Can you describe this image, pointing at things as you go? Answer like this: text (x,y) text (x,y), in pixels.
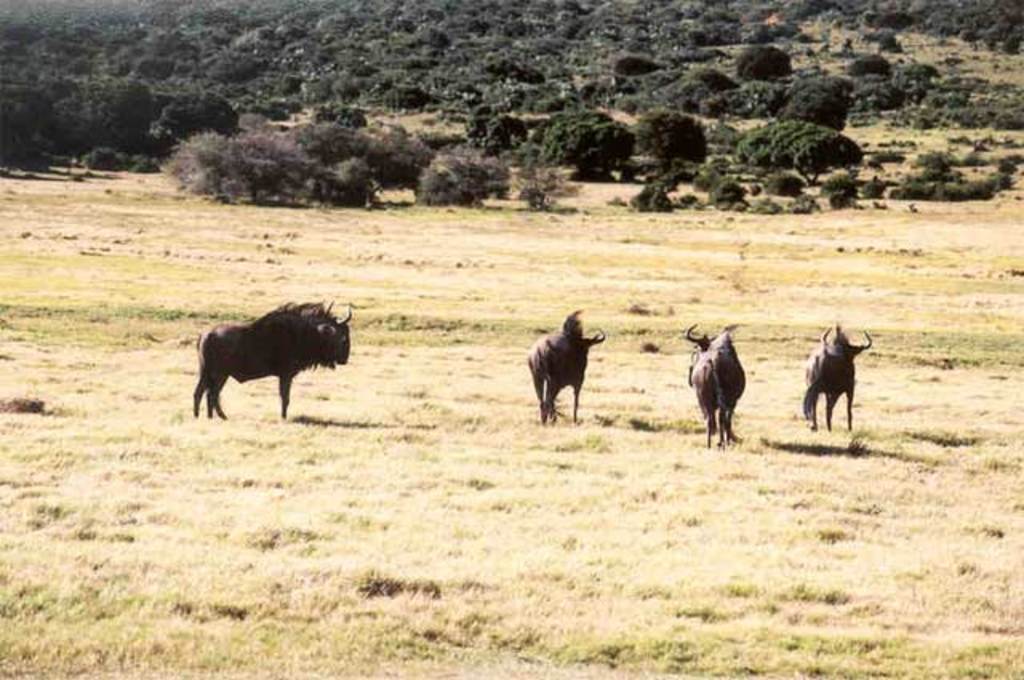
In this image we can see the animals (529,365) and also the grass (408,576). We can also see the trees (683,136) and plants (1004,181).
